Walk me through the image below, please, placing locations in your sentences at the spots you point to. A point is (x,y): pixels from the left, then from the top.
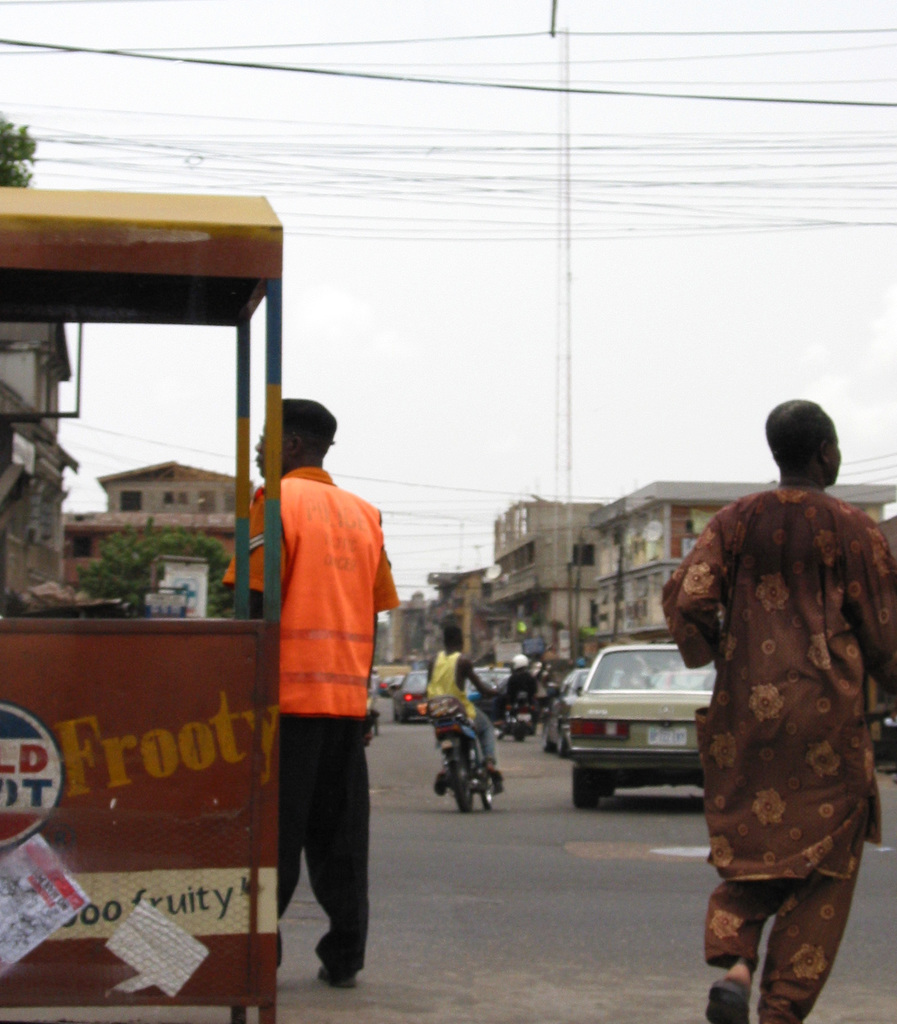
In this image, we can see a person (350,532) standing in front of the counter (150,645). There is an another person (675,618) walking on the road (675,914). There are some buildings (172,501) and vehicles (515,702) in the middle of the image (494,602). In the background of the image (604,200), there is a sky (472,195).
